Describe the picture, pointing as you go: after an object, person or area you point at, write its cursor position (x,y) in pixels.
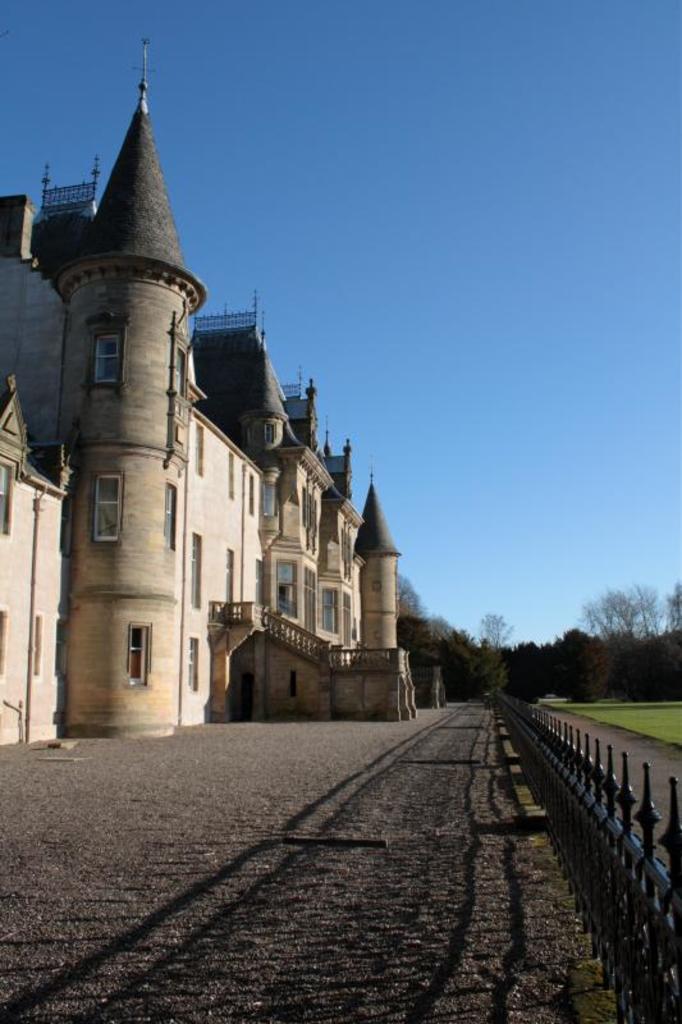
In the picture we can see a big stone building (102,615) with windows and glasses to it and near it we can see a path (621,737) and railing (670,907) and in the background (640,653) we can see full of trees (555,655) and sky (432,589).
